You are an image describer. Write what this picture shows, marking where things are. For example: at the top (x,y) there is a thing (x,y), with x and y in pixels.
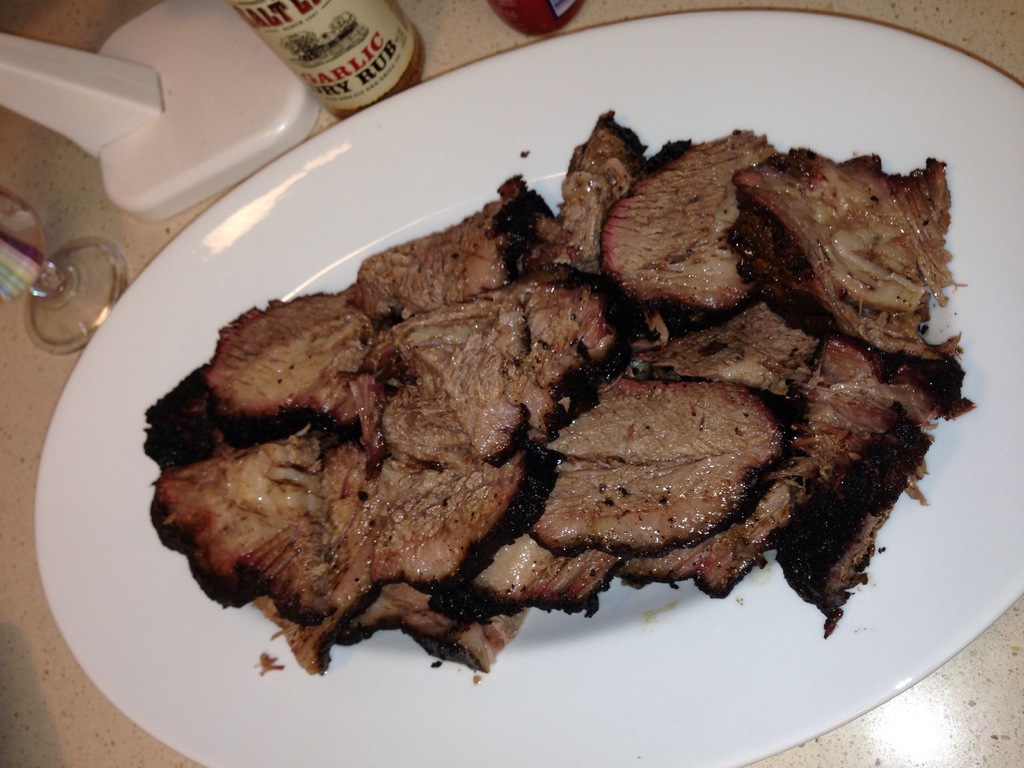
In this picture there are some meat pieces (600,496) in the white plate (346,683). Beside there is a sauce bottle (302,42) and a water glass (52,305).
